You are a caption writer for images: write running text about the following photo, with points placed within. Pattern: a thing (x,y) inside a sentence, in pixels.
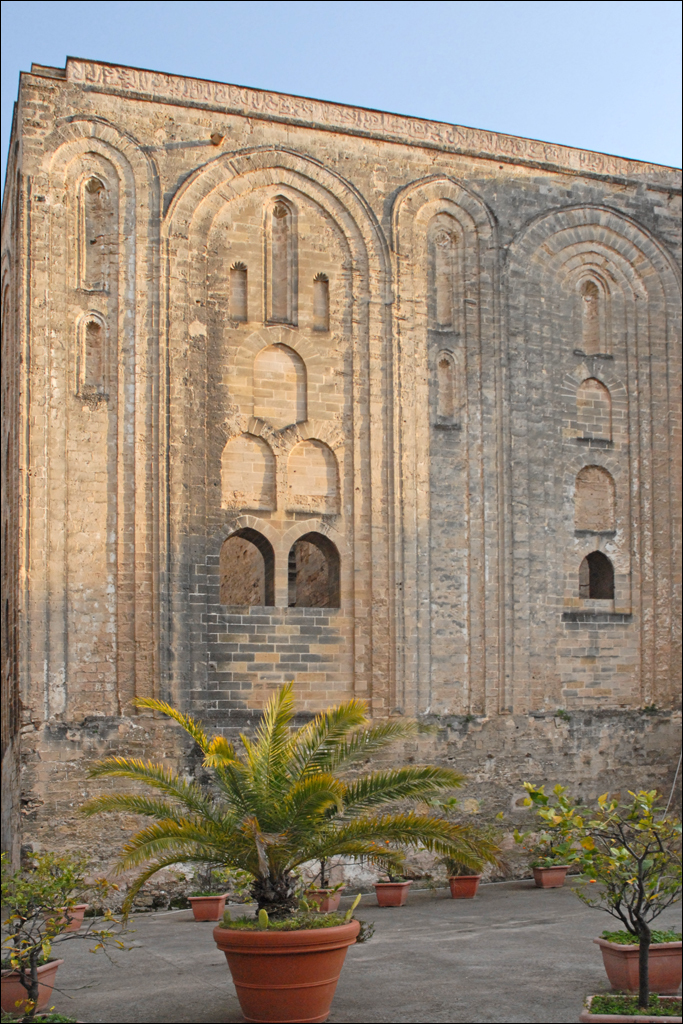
At the bottom of the image (337,984) on the floor (150,927) there are potted plants (556,855). Behind them there is a wall (521,197) with arches (365,289). At the top of the image (625,99) there is sky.
